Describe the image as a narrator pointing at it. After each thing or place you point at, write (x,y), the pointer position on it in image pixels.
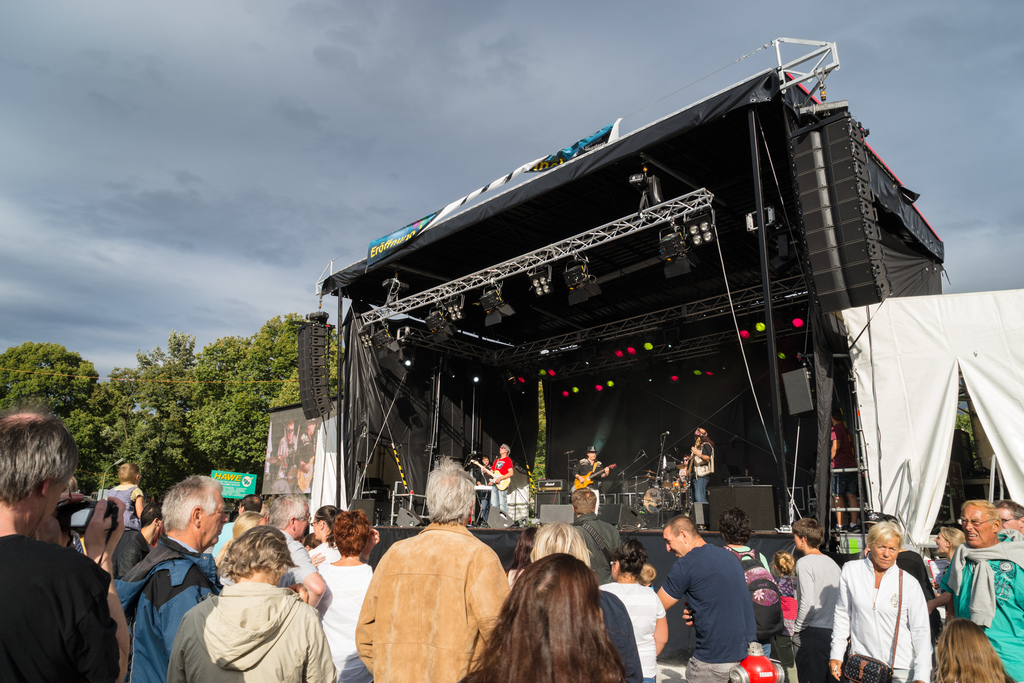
In the picture we can see some people (496,470) are giving a musical performance playing some musical instruments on the stage (759,471) under the black color shade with lights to it and in front of them, we can see some people (534,659) are standing and watching them and besides the stage (772,471) we can see white color curtains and on the left hand side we can see a screen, trees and a pole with light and in the background (7,167) we can see the sky (6,179) with clouds (152,125).
